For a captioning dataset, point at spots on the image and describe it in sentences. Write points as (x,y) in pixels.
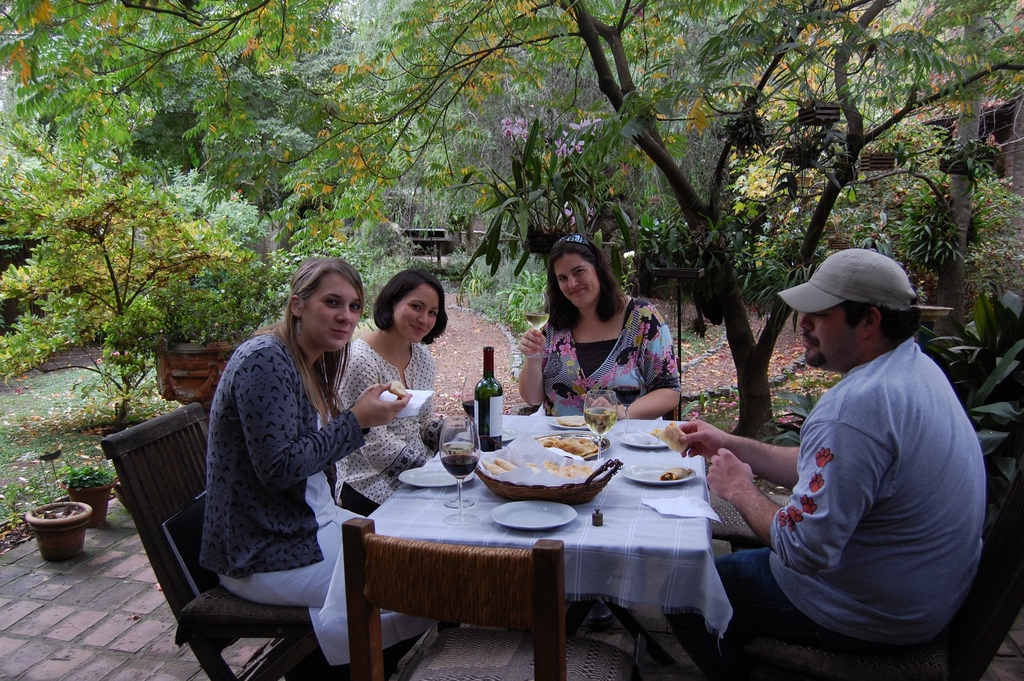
In this image there are four persons (299,432) who are sitting. On the right side (851,465) there is one man (844,456) who is sitting, and he is holding bread (678,448) and he is wearing a cap (859,294). On the left side (328,438) there are three women (338,377) who are sitting it seems that they are eating. In front of them there is one table (560,526) and on the table (622,541) there is one cloth (579,530) and bottles (485,398), glasses (462,479), plates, one basket (590,478) and some food (577,466) in it. On the background of the image (366,122) there are trees (714,121), on the left side of the bottom corner there are flower pots (84,512) and plants (69,472) and grass (58,422) are there.
